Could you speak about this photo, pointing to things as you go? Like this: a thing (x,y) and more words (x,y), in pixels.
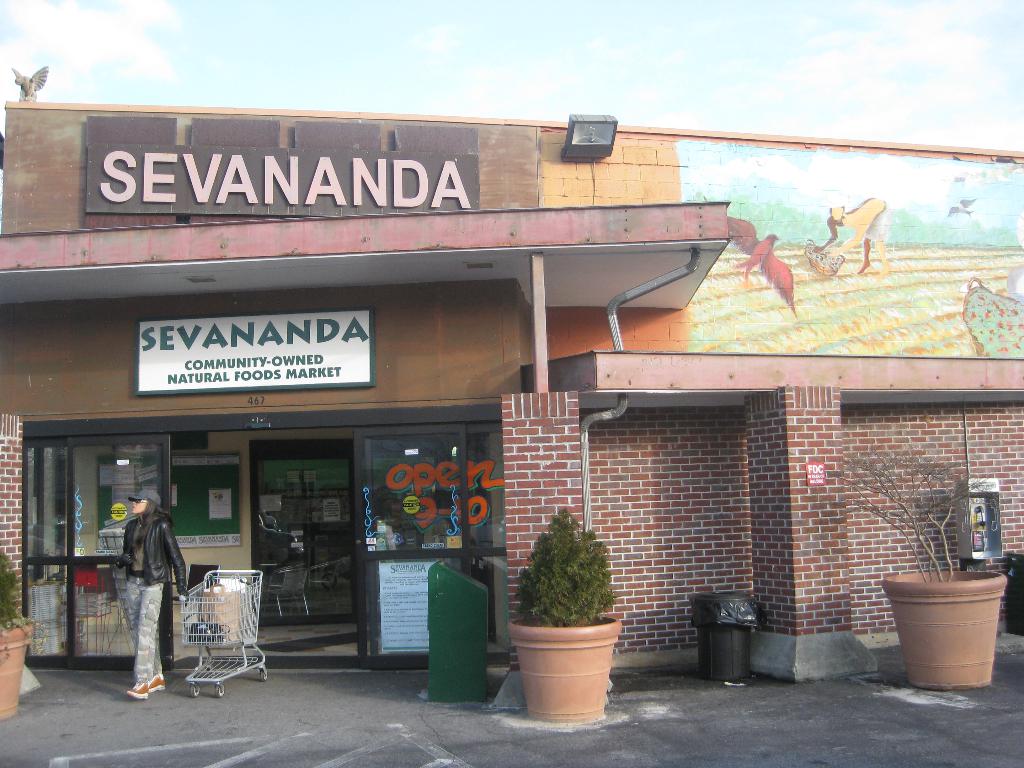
In this image a woman (170,579) wearing a black jacket (166,564) is holding a trolley (224,642). There are few pots (925,586) having plants (520,585) are on the floor (683,706) having a dustbin (735,631) on it. Behind there is a shop (185,363) having a name board (146,345) attached to the wall (409,344). A lamp (570,157) is attached to the wall (639,152). There are few pictures (712,290) painted on the wall (877,202). Top of image (597,90) there is sky (534,103).
